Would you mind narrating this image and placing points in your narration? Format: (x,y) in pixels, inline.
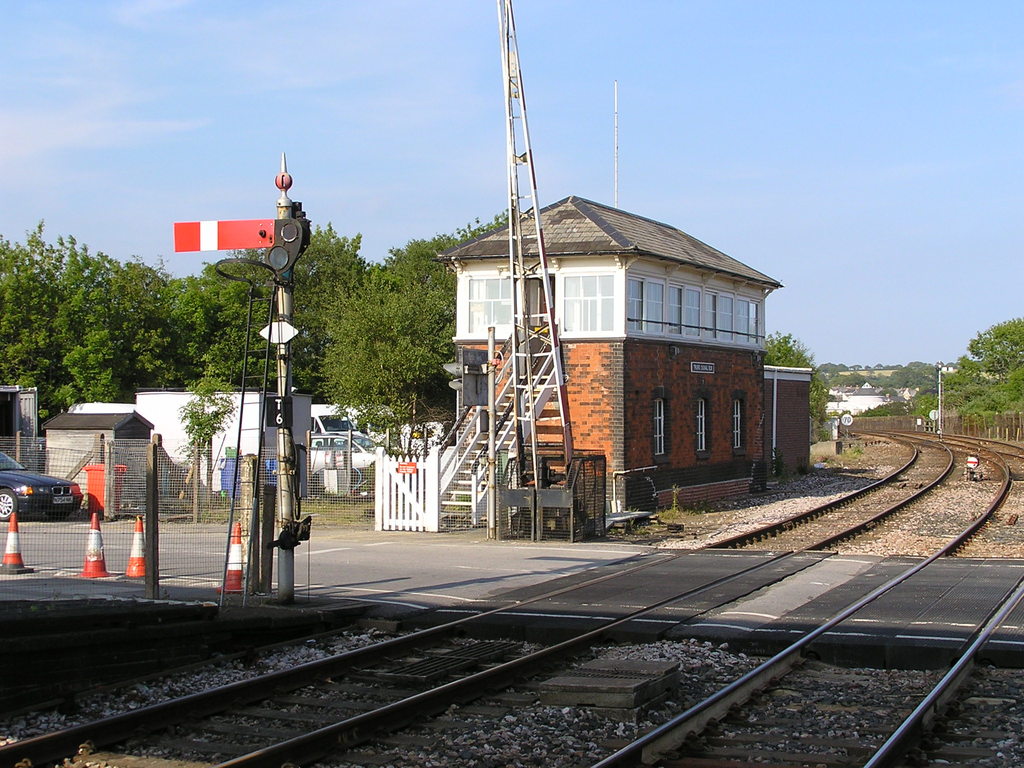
In this image I can see a house (698,355) in brown and white color. I can also see few cones (235,543) in orange color, a vehicle (42,508). Background (412,332) I can see trees (356,340) in green color and sky (326,144) in blue and white color.
